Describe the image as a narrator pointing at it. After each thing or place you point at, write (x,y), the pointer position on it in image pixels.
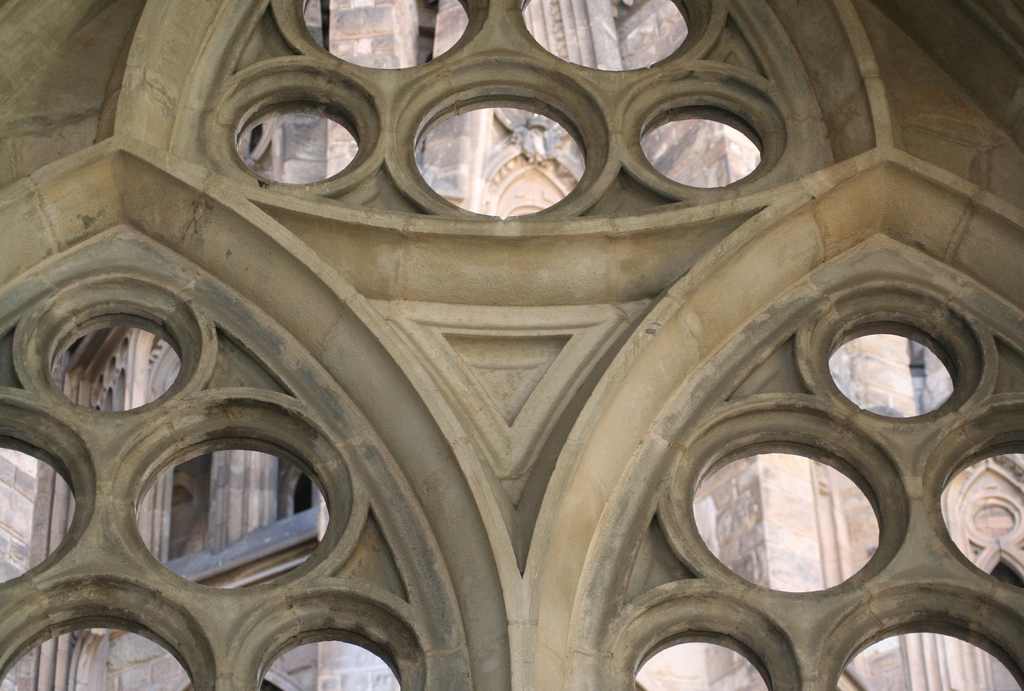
In this image we can see the close view of an arch (946,127) which is made of stone (785,396).
